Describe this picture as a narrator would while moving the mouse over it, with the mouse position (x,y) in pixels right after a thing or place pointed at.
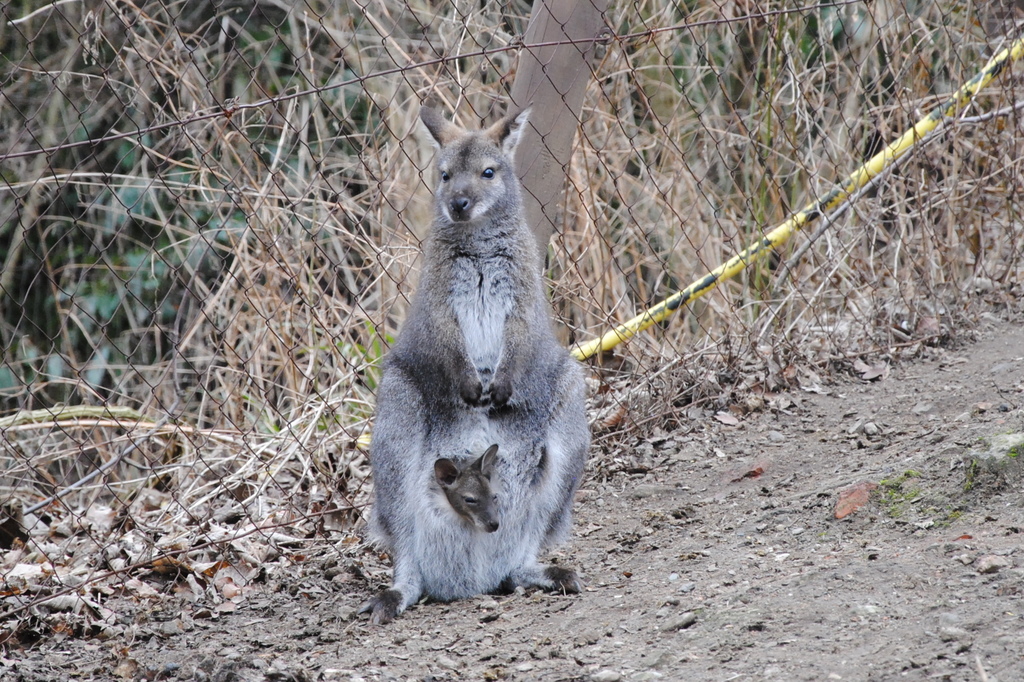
In this image we can see two animals (529,471) on the ground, there are some plants (226,246) and the fence (316,392), also we can see some leaves (301,530) on the ground (281,533).
